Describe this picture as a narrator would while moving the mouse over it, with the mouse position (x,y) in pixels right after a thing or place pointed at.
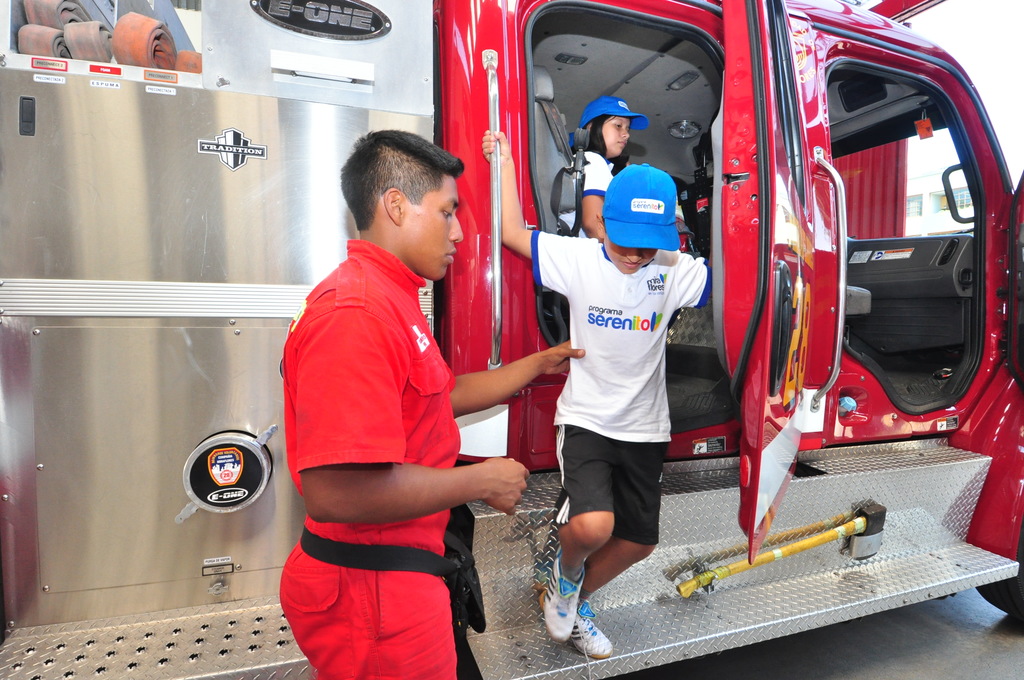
In this picture we can see a truck (182,350) and three people (358,364), a man (351,440) is wearing red color shirt (317,414) and a woman (595,170) is seated in the truck (577,150).
